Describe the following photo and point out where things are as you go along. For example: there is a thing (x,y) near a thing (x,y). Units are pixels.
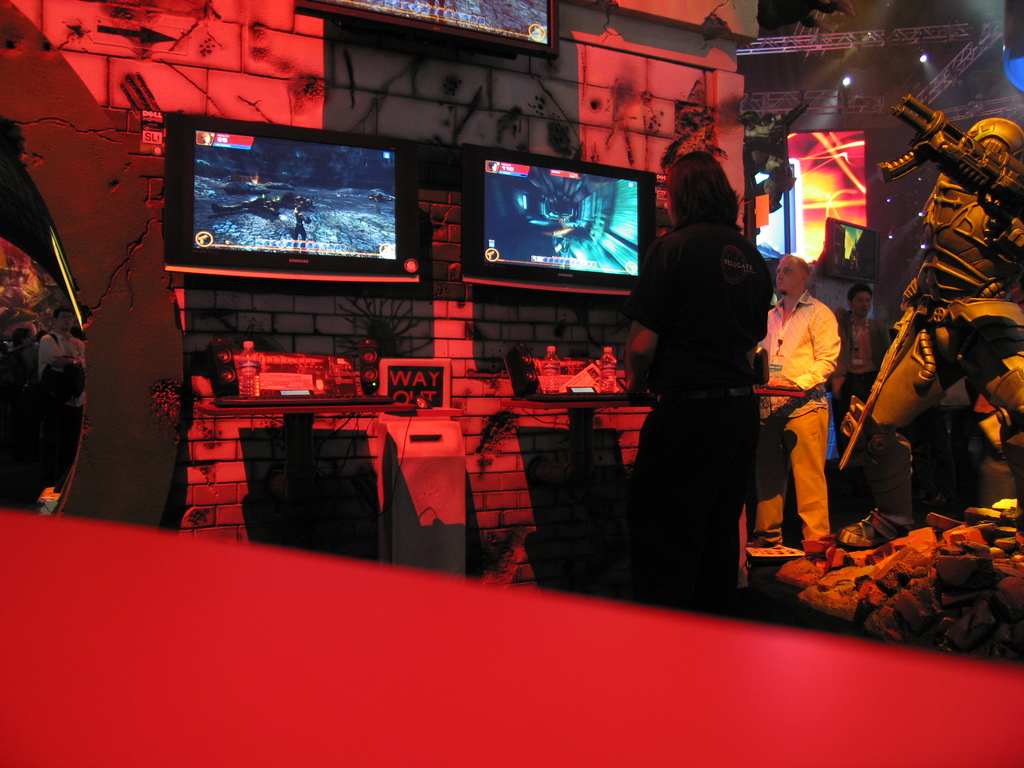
In this picture there is a woman (722,242) who is standing near to the tables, beside that there is a man (818,339) who is wearing white shirt (818,339), trouser (799,474) and shoe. He is standing near to the table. On the table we can see bottles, speakers (532,357) and keyboards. At the top (281,213) we can see television screens (522,177) on the wall (525,148). On the right (963,141) there is a statue (980,136) who is holding a gun (913,106). In the top right corner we can see lights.
